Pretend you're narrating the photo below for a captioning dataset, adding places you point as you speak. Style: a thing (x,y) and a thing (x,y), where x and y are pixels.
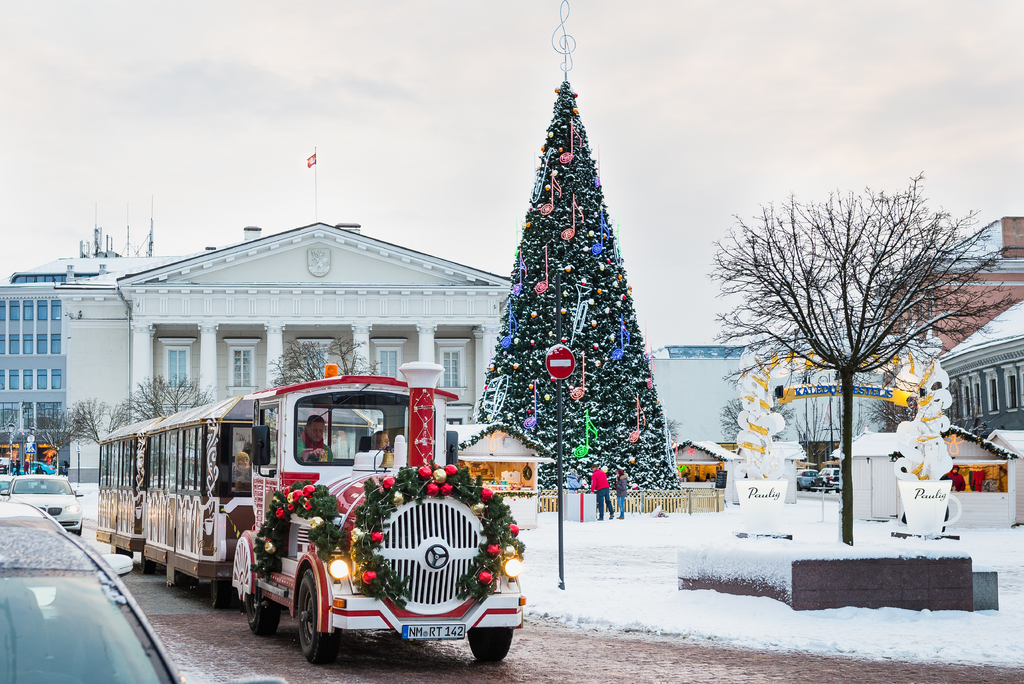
In the image we can see a vehicle (170,551), in the vehicle (173,576) there are people (315,424) sitting, this is a snow (637,556), tree (579,400), pole (560,451), building (239,342) and windows (58,386) of the building (40,383). This is a flag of a country and a sky (421,99).
